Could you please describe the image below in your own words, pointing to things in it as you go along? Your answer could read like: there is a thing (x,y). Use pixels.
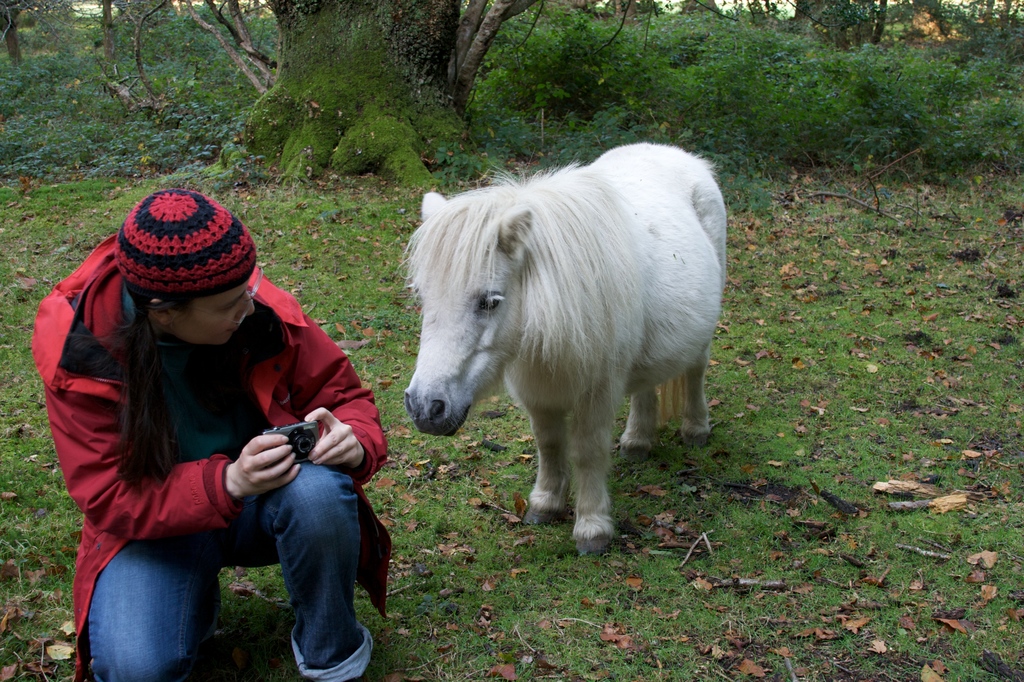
a person (261,389) wearing a red jacket (115,440) is holding a camera (312,440). behind him there is a animal (581,331). behind them there are trees (421,75).
